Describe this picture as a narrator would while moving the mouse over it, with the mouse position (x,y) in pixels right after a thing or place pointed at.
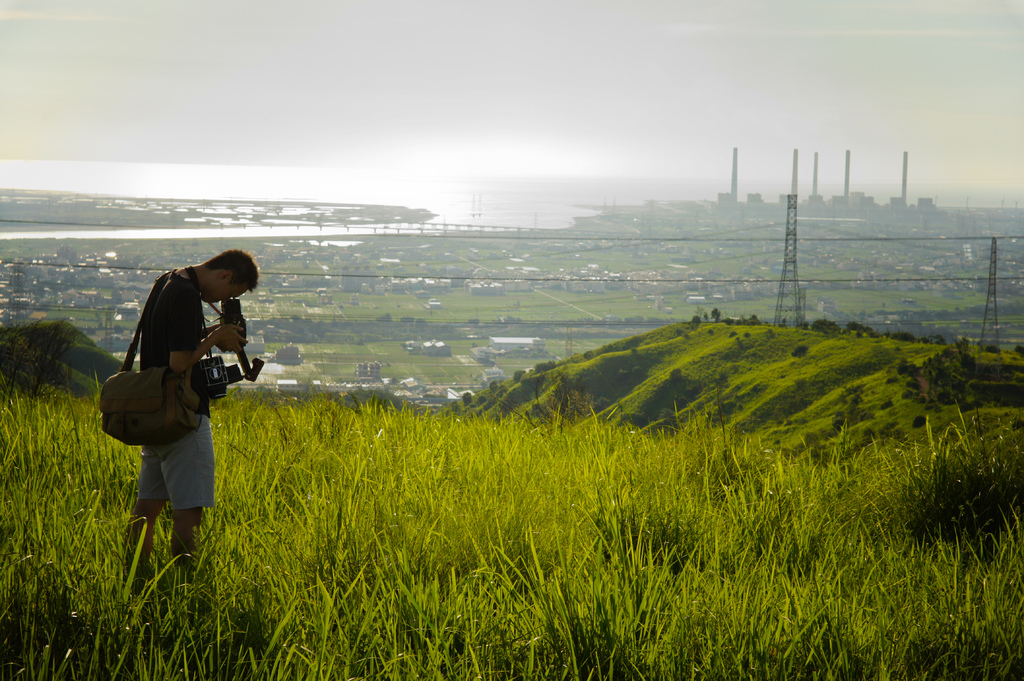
In this picture we can see a man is standing on the grass surface (705,509) and he is holding a camera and wearing a bag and far away from him we can see all crops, houses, poles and the sky (957,104).
